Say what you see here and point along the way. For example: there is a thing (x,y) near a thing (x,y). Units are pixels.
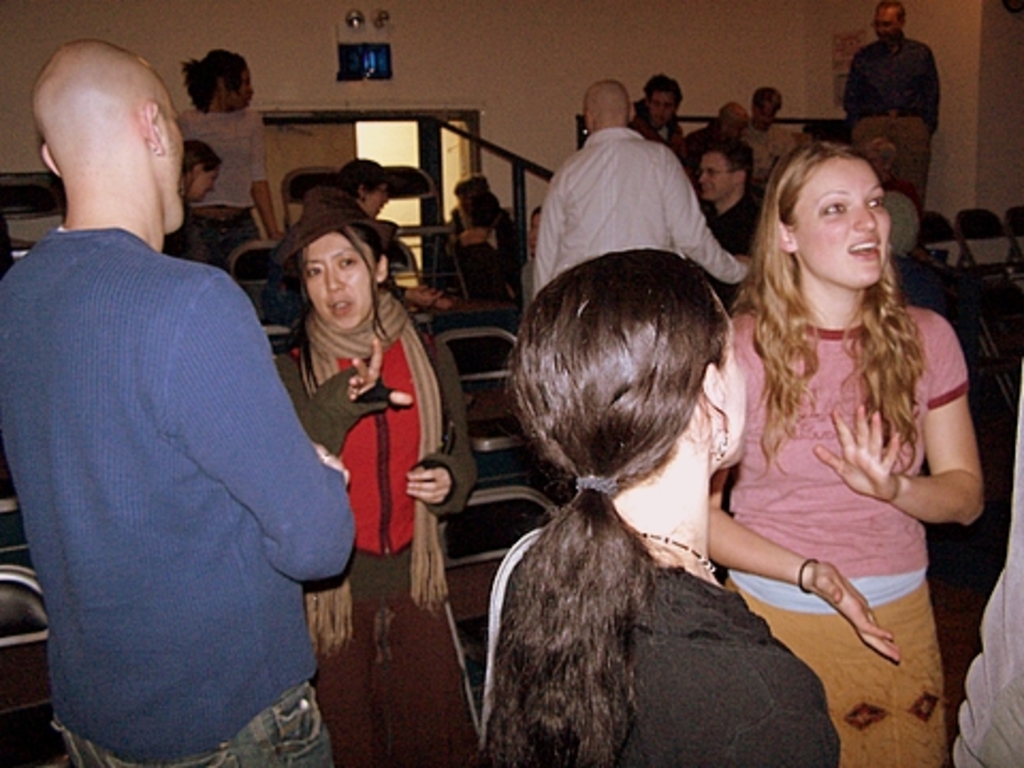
In this image we can see a group of people (658,470). Here we can see two women (889,479) are talking with others (588,642). Background (488,21) we can see chairs (324,174), wall (485,157), rods (330,119), door (311,169), poster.
